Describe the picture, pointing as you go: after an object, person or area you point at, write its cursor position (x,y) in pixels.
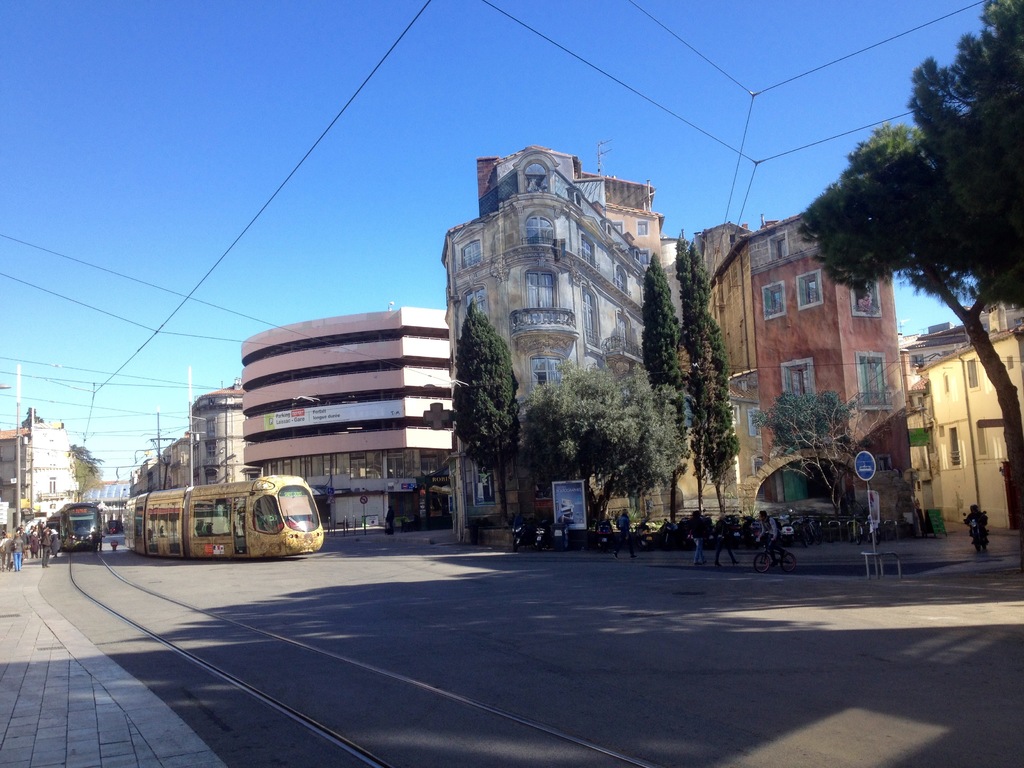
In this picture I can see vehicles (263,493) on the road (584,558), there are group of people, there are poles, boards (935,510), cables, there are buildings (555,349), there are trees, and in the background (370,67) there is the sky (383,47).
